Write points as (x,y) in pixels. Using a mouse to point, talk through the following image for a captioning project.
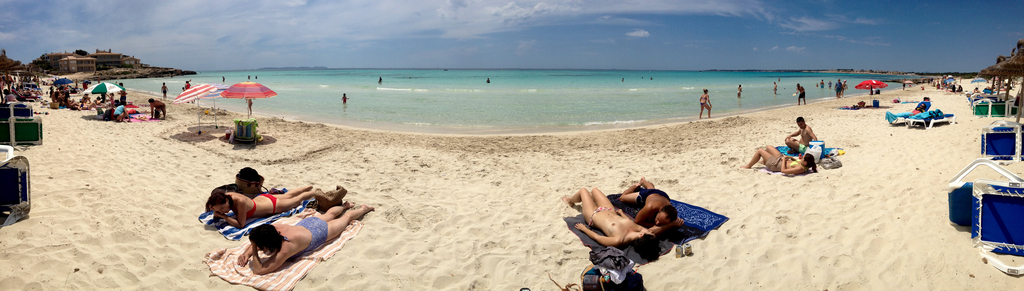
This picture is clicked outside on the beach (858,202). In the foreground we can see the group of people (56,96) lying on the ground (921,126) and there are some objects (18,143) placed on the ground (295,165) and we can see the umbrellas (213,84). In the center (573,107) there is a water body (540,89) and group of people (775,88) in the water body (314,91). In the background (191,36) there is a sky (85,10) and buildings (71,60) and some objects (1000,65).
